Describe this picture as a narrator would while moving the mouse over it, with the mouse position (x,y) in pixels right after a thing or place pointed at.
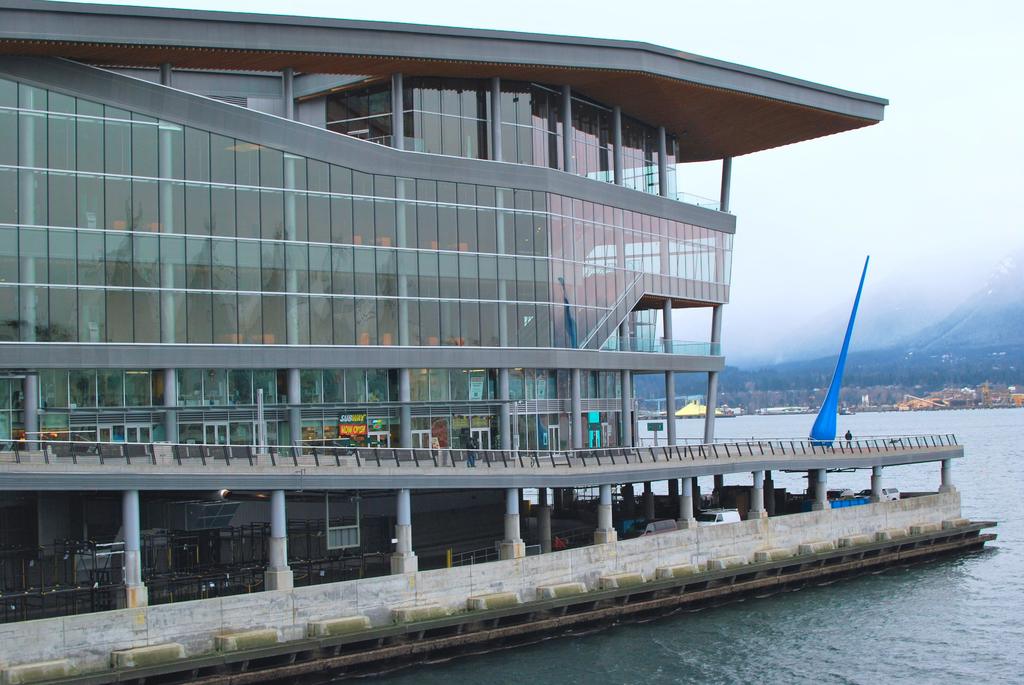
In this image we can see a glass building (220,351), few fences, pillars (135,574), vehicles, water (990,479), a blue color pole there we can see few mountains (800,395) and fog (889,293) on the mountains (928,324).
